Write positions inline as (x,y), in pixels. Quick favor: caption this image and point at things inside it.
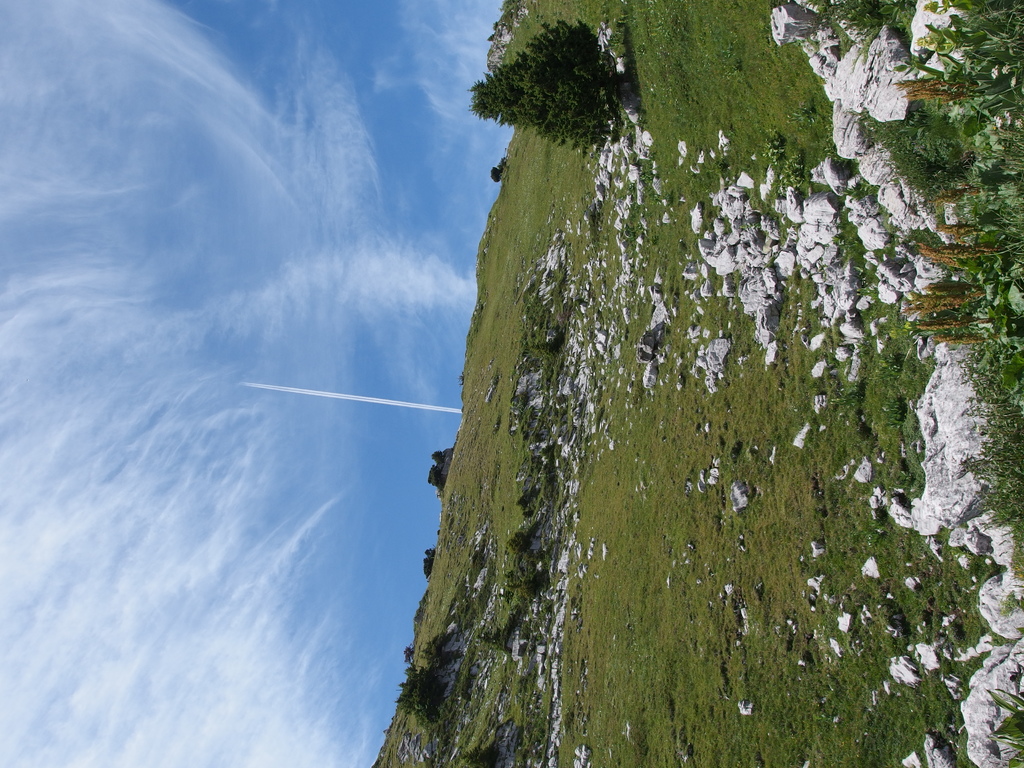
In this image we can see the mountains (614,609), some white rocks (1023,692), some trees (555,125), bushes (985,106), plants (836,3) and green grass (592,189) on the surface (518,235). At the top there is the sky (487,8).
